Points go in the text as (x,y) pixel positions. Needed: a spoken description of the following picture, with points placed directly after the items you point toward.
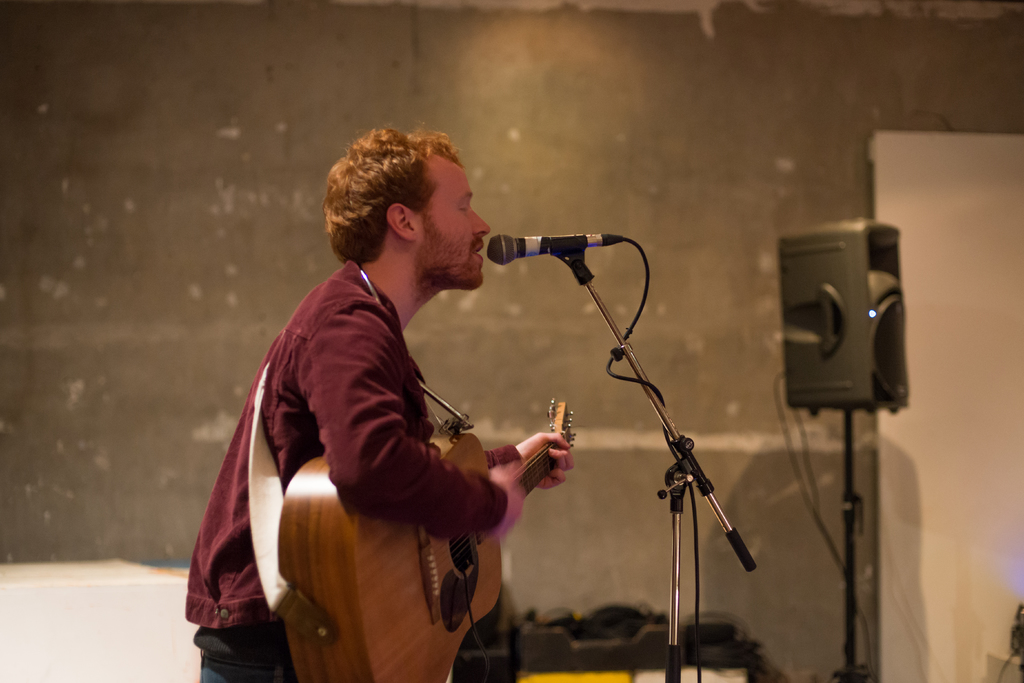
In this picture one man (366,406) is standing wearing a maroon shirt (381,417) and playing a guitar (441,560) and singing in front of the microphone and beside him there is one speaker (899,394) at the right corner (933,383) and there is a one big door (951,320).
